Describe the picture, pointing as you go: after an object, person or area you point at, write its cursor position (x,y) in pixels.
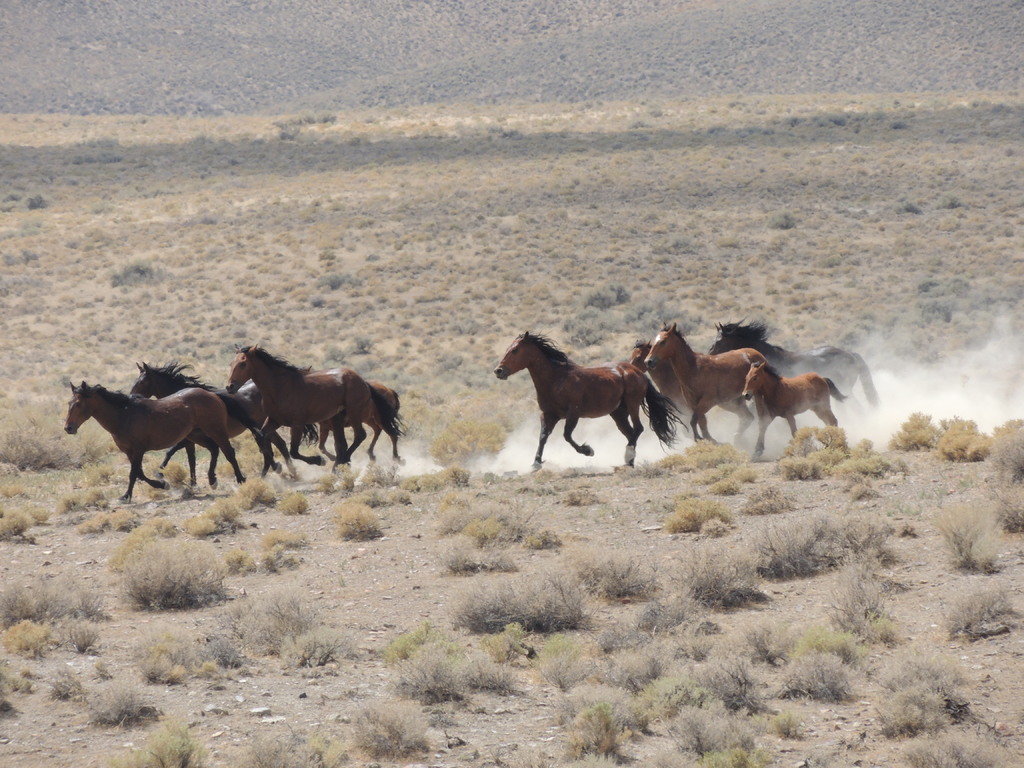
In the picture we can see horses (820,357) are running on the ground (114,472). Here we can see the dust (588,419) and we can see plants (510,635) on the ground (57,193).
